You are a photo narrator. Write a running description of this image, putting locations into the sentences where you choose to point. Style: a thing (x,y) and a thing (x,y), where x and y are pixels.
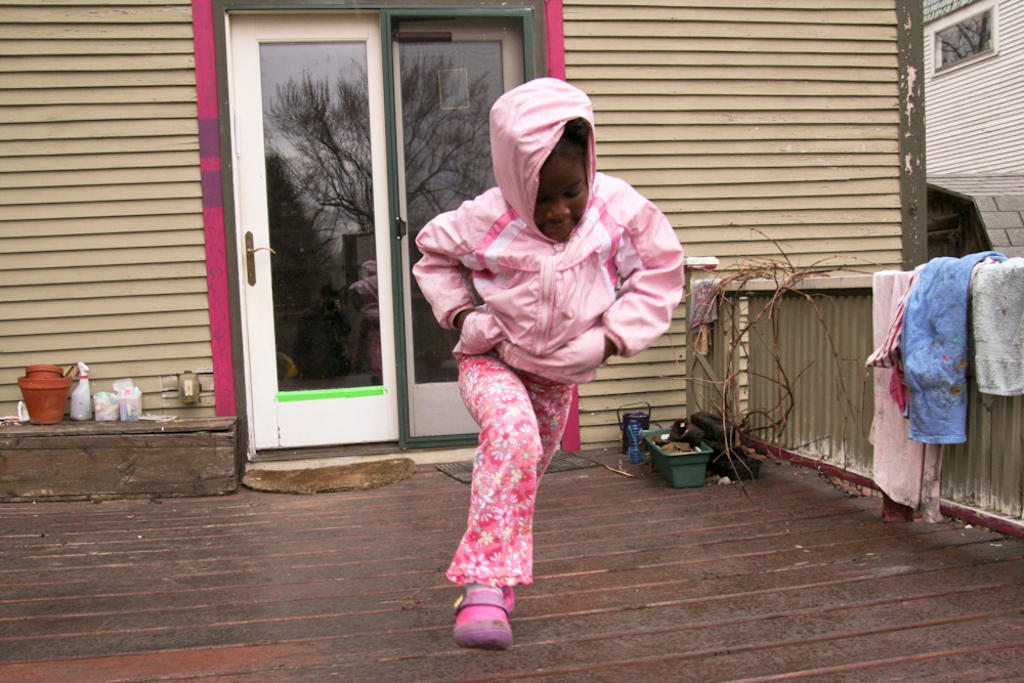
In this image I can see a child (524,326) wearing a jacket (552,274) and standing on the ground (432,554). On the right side (832,412) there is wall (826,366) on which there are few clothes (907,338). Beside the wall (753,356) there are few objects (682,460) placed on the ground (720,508). In the background (655,100) there is a building (821,136) and I can see two glass doors (366,156). On the left side (105,411) there is a pot (48,394) and some other objects (107,407).
